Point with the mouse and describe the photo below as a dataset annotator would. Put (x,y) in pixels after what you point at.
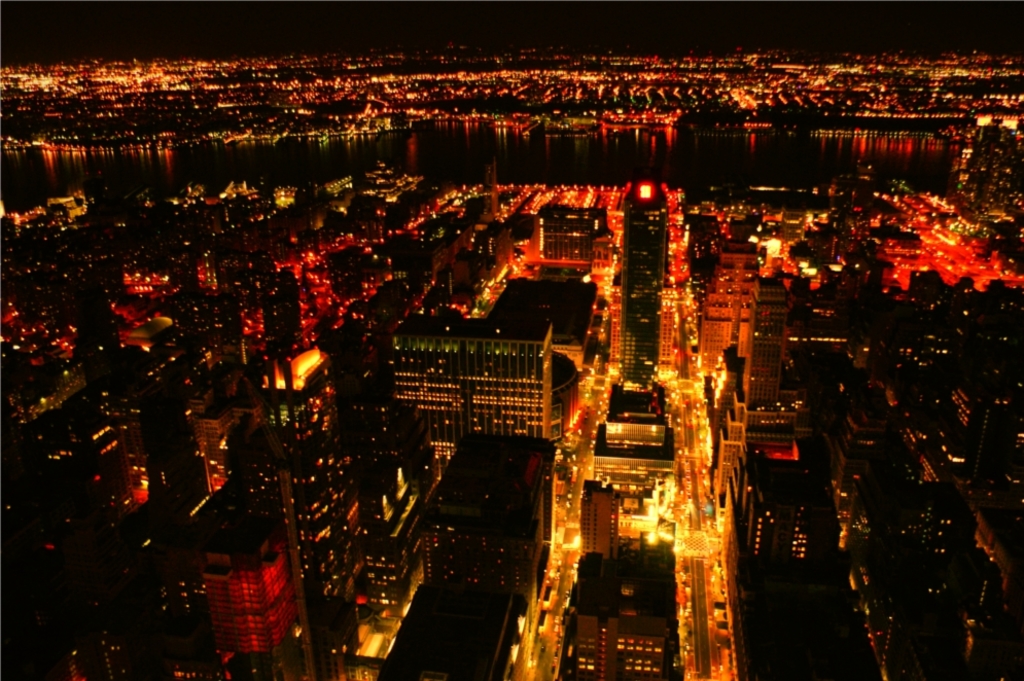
This picture is clicked above the city. At the bottom of the picture (354,482), we see the buildings (470,452) and the street lights (566,202). In the middle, we see a water body (438,160). There are building (431,96) and street lights (813,81) in the background (683,59). At the top (495,39), we see the sky (838,21) and it is black in color. This picture might be clicked in the dark.
